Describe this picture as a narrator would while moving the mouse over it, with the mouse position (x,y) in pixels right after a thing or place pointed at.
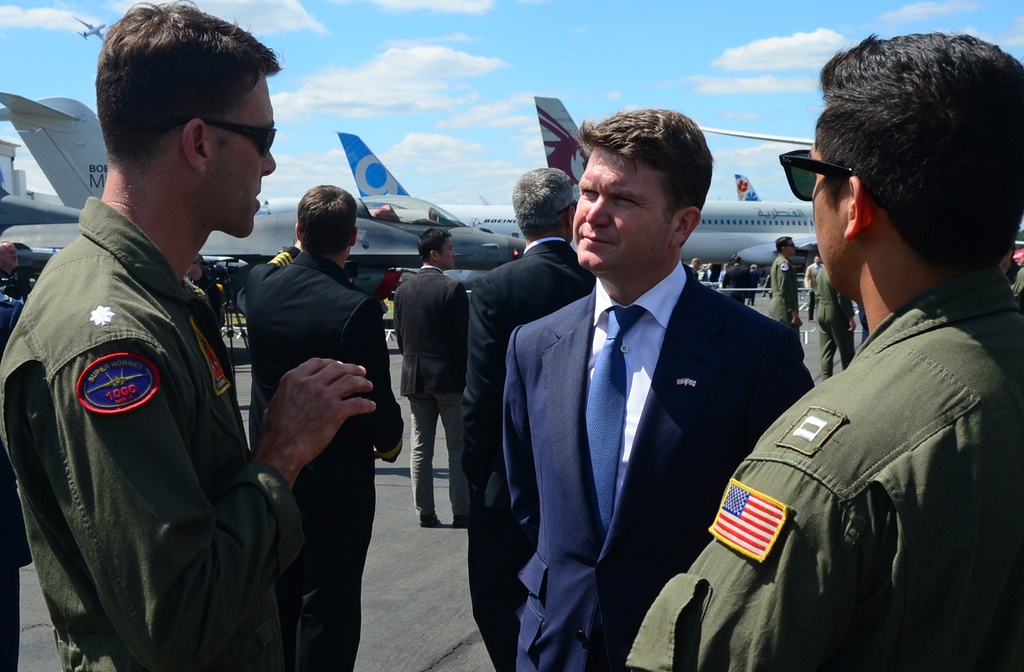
In this image I can see group of people (507,419) standing. In front (753,420) the persons (998,538) at right (946,516) and left are wearing uniforms (236,486) and the person (575,435) in the middle (637,433) is wearing blue blazer (692,393), white shirt (654,343) and blue tie (613,368). Background (504,302) I can see few other persons (284,251) standing, few aircrafts (263,200) in white, blue and red color and the sky (705,101) is in white and blue color.
